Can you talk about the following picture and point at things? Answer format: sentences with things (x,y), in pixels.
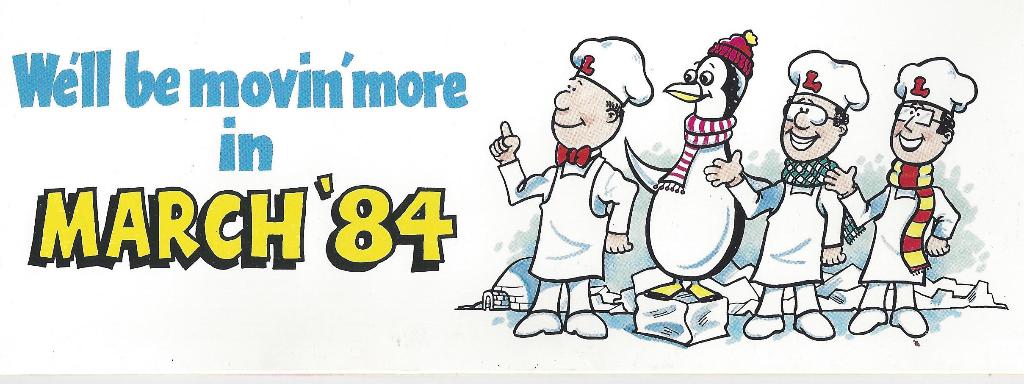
Here in this picture we can see animated persons (892,139) and animals (705,199) and we can see something text (112,198) also present over there.
